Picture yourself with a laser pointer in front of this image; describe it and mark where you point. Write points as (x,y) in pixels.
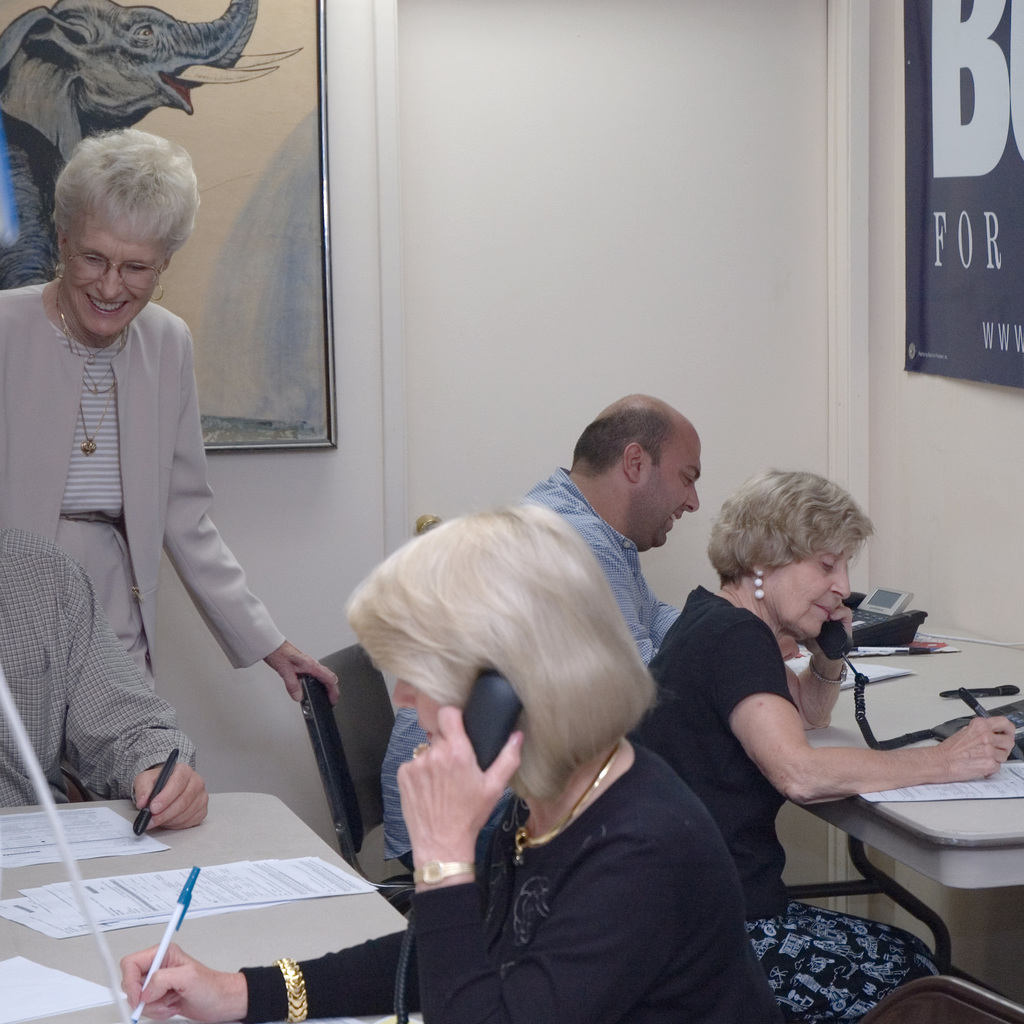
In this image there are persons (572,582) standing and sitting. In the front (588,899) there is a woman (590,914) sitting and holding a pen (164,951) and receiver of the phone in her hand (437,857) and there is a table (243,911) on the table (256,925) there are papers (158,883) and on the right side (732,700) there are persons (709,702) sitting, there are telephones (890,630) and the woman (768,684) sitting on the right side (753,687) is holding the receiver (832,655) of the telephone (830,642) in her hand (829,666) and holding a pen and there are papers (886,671) on the table (875,728) and on the wall (1014,400) there is a board (984,273) with some text (991,266) written on it. On the left side (122,424) there is a woman (120,420) standing and smiling. In the background (266,298) there is frame (282,329) on the wall (362,344).
